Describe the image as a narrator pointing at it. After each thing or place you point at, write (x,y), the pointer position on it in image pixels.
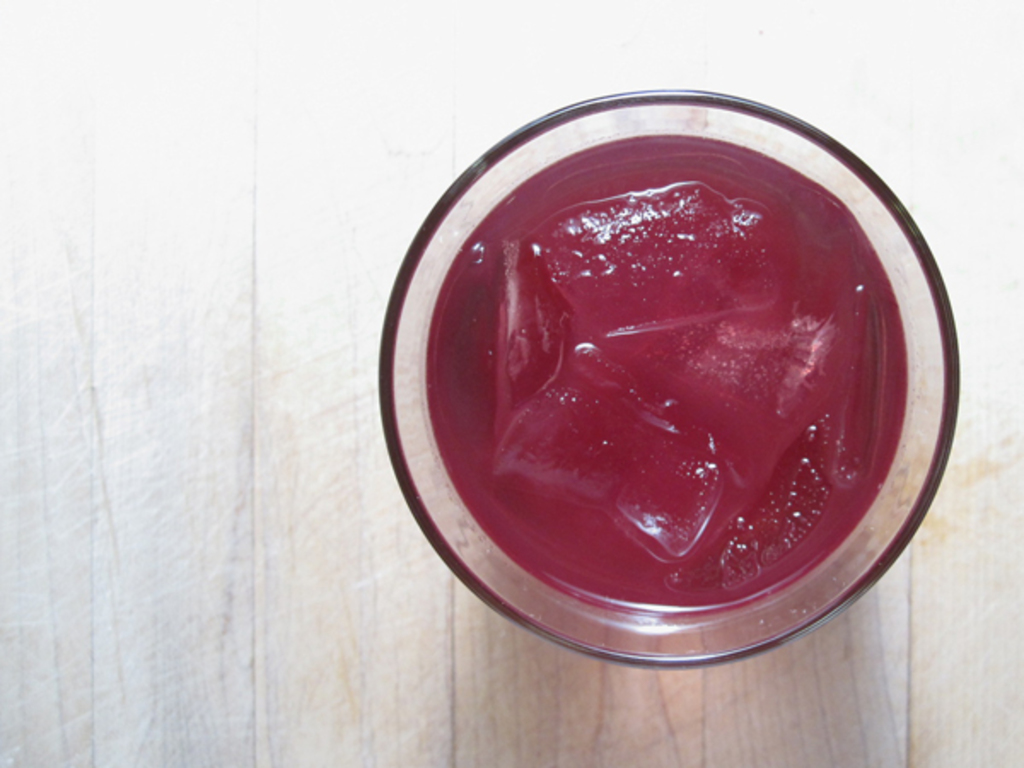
In this image I see a glass (429,299) on which there is a red color thing (658,321) and this glass (910,369) is on the white and light brown color surface (413,609).
